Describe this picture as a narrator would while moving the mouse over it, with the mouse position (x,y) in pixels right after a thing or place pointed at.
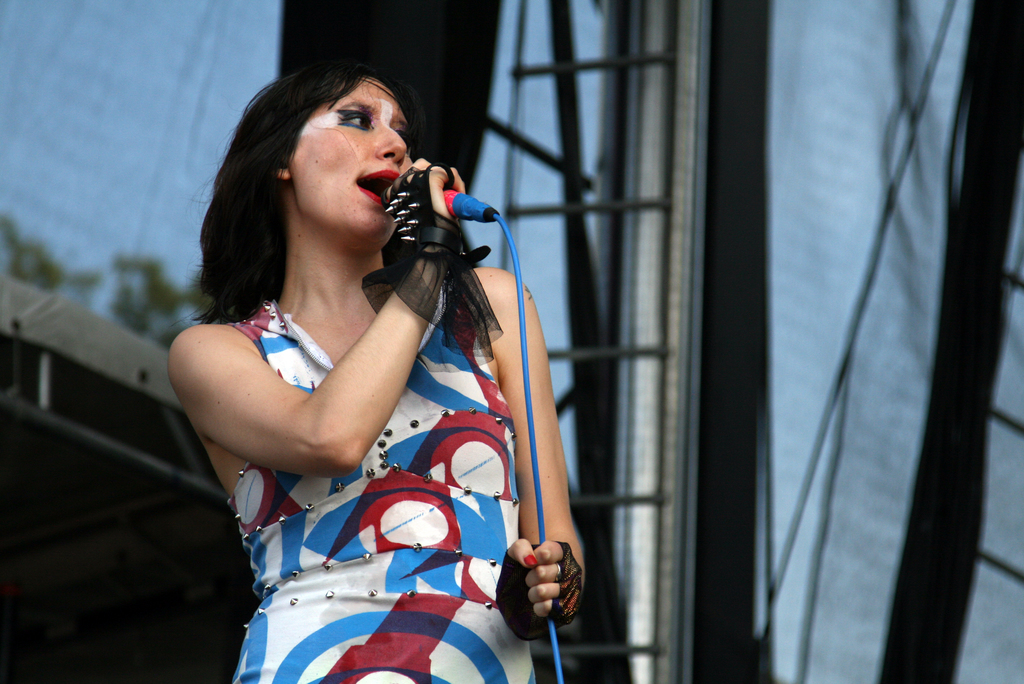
This is a picture of a woman (436,470). The woman (408,433) is holding a microphone (472,202) and singing a song. Background of the woman (325,340) is a cloth (170,145).
